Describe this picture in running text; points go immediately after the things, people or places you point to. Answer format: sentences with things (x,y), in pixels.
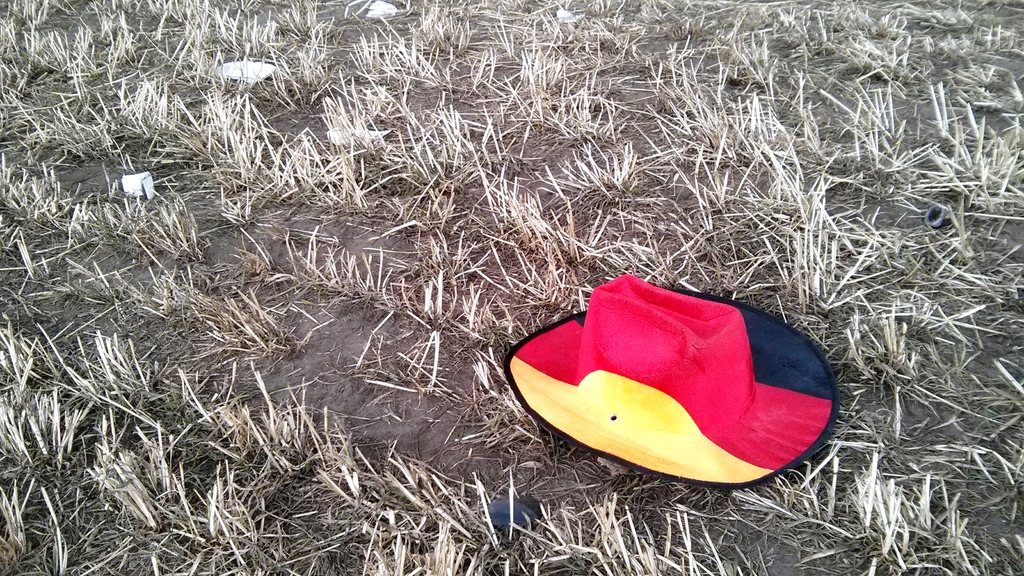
In the center of the image (589,381) we can see one hat (658,380), which is in yellow, black and red color. In the background (601,180) we can see the grass (480,91) and a few other objects (357,134).
